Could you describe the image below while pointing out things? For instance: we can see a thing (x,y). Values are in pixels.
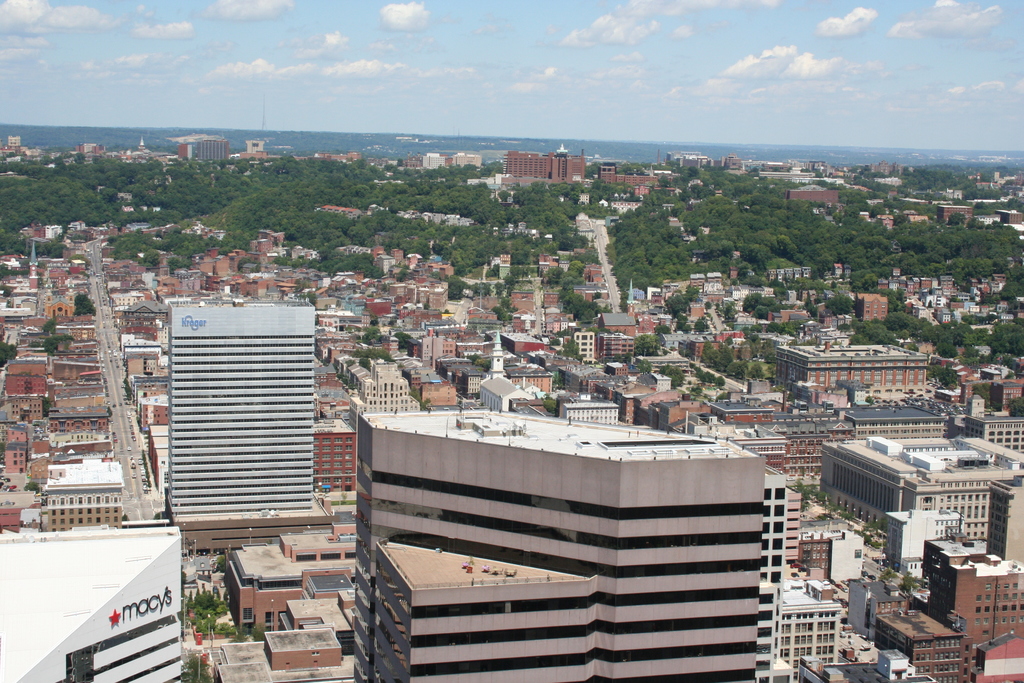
At the bottom of the picture (399,588), we see the buildings (442,586) in white and grey color. There are buildings (465,340), trees (459,208) and hills (486,201) in the background (557,176). At the top of the picture (513,73), we see the sky (478,78) and the clouds (347,66). This picture is clicked inside the city (459,278).
